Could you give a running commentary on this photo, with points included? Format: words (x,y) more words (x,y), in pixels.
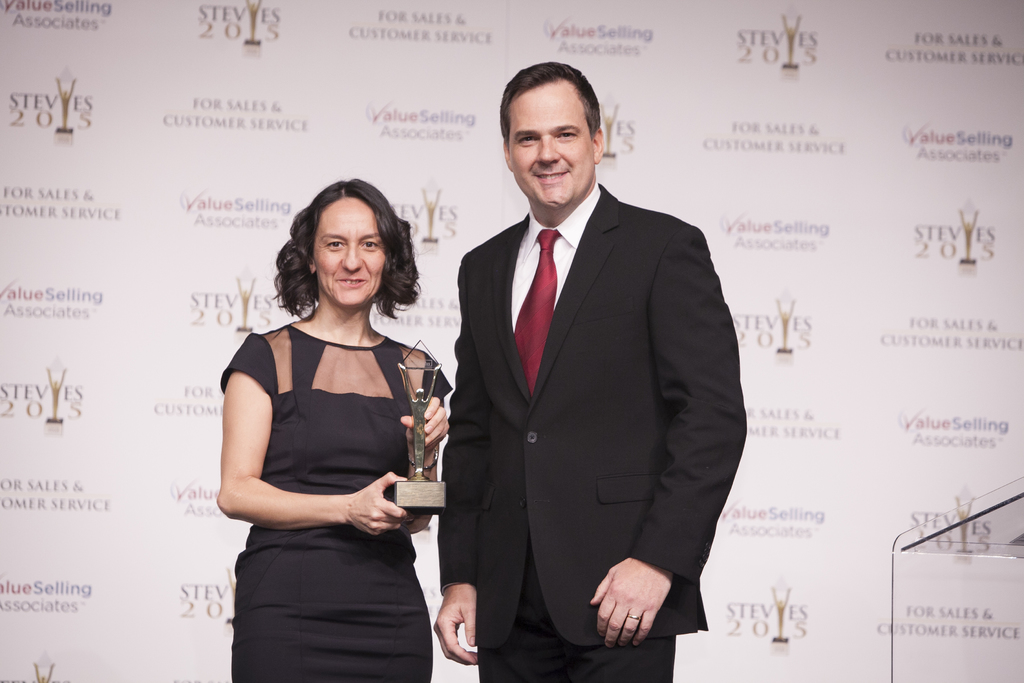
In this image a lady (385,258) and a man (575,183) are standing. The lady (369,435) is holding a trophy (424,430). In the background (706,175) there is wallpaper (778,587). This is a podium (961,553).
